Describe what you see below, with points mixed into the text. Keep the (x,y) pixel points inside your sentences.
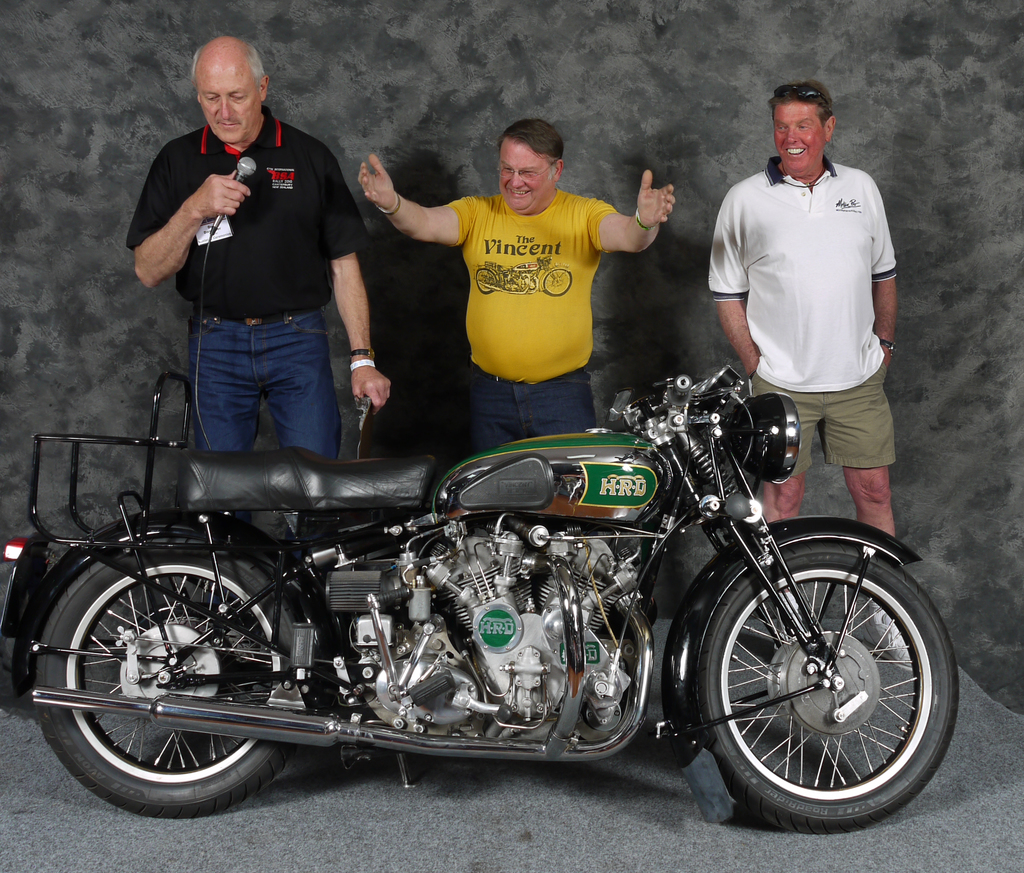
In this image we can see people (485,387) and vehicle (512,458). On the left hand side (214,225) we can see a person (203,203) holding an object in his hand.
